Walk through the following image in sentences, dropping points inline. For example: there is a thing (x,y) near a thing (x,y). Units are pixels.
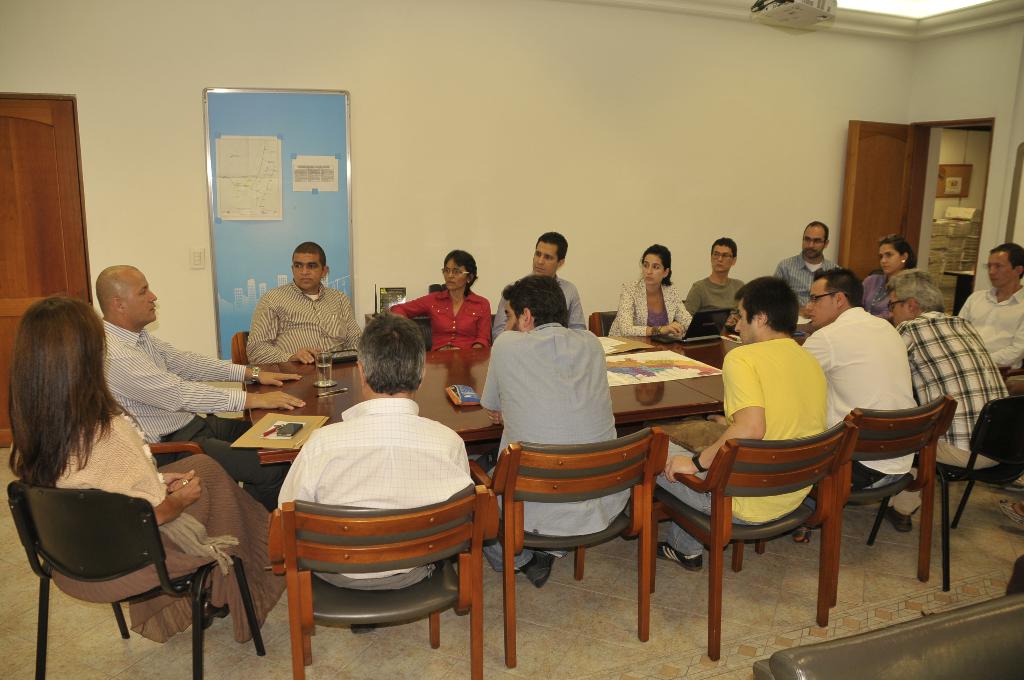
This picture is taken in a room (873,546), There is a table (659,407) which is in brown color on that table (447,397) there is a glass (321,371), There is a book (258,433), There are some people (313,488) sitting on the chairs (799,464) which are in brown and black color around the table (308,384), In the background (371,282) there is a blue color board (266,232) and white color wall (425,159), In the left side (35,224) there is a brown color door (31,204), In the right side (870,188) there is a brown color door (888,169) open.
